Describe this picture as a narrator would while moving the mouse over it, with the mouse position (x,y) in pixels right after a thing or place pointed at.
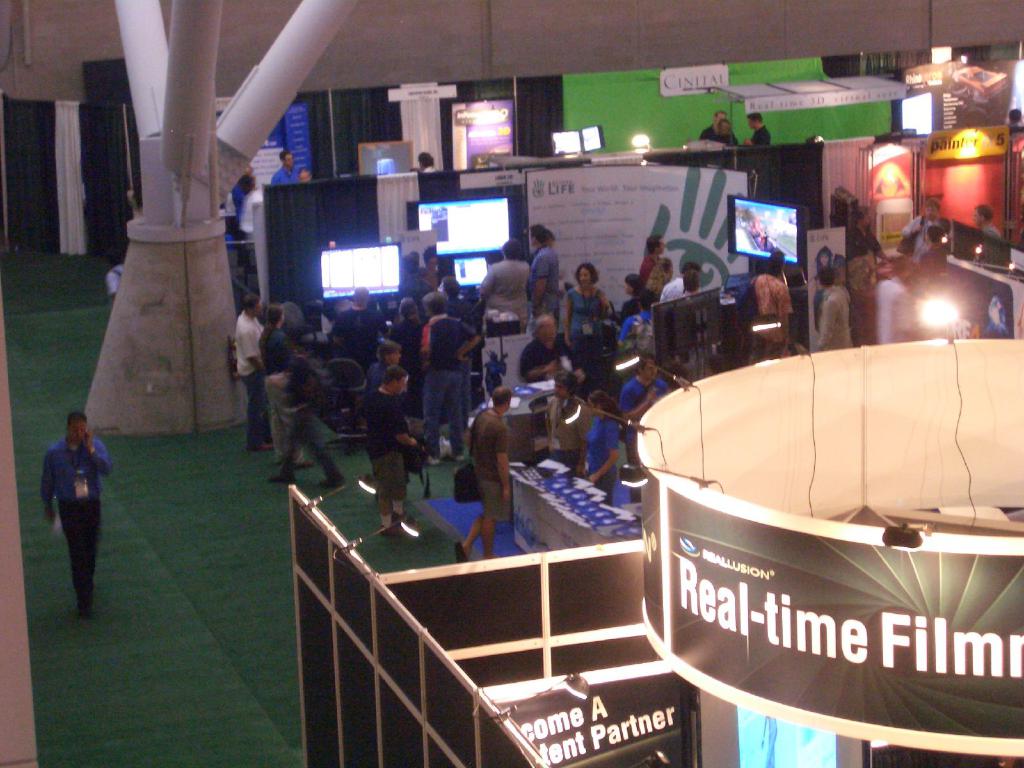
In this image in the center (560,342) there are a group of people (557,359) and there are some screens (496,239), boards (652,213), curtains (868,150), tables (532,433). On the tables (572,470) there are some cards (590,490) and objects (580,481), and on the left side (201,114) there is a pole like object (185,155) and there is one person (97,503) walking and he is holding a phone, and at the bottom of the image (444,639) there are boards (665,639). On the boards (592,685) there is text (906,665) and light (575,689) and at the bottom (137,554) there is floor (277,574), on the floor (159,618) there is carpet (372,515).
